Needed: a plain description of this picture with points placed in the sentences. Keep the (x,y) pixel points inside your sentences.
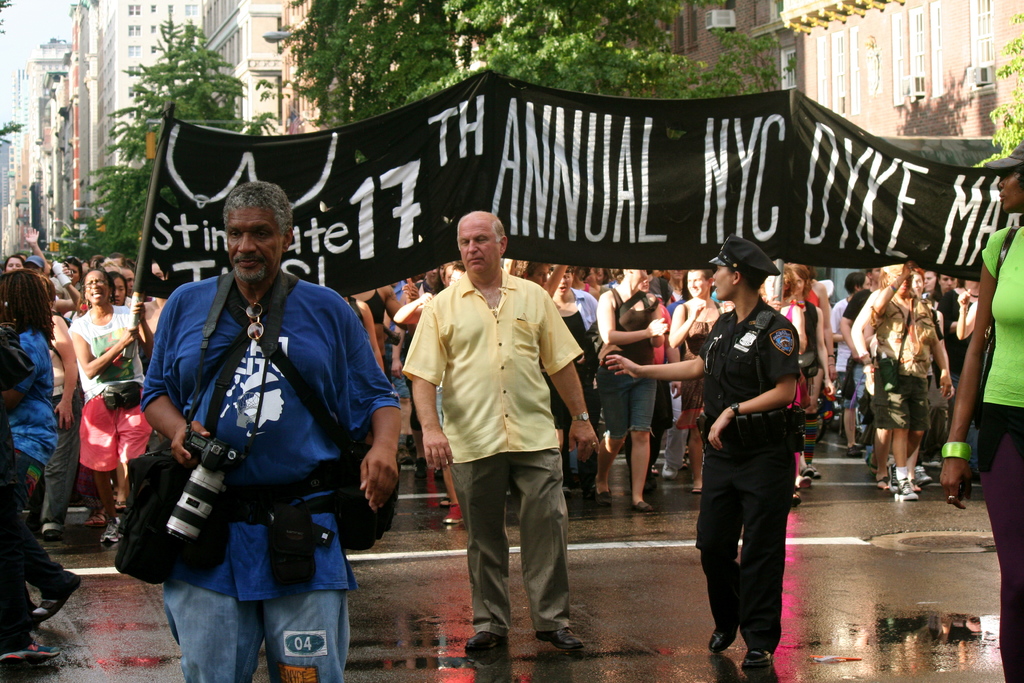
In this image we can see a group of people (603,397) on the ground (618,466). In that a man (321,447) is holding a camera (208,508). On the backside (615,393) we can see some people (651,385) holding a banner (454,173) containing some text (650,235) on it. We can also see some buildings (82,49) with windows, trees (202,106) and the sky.
